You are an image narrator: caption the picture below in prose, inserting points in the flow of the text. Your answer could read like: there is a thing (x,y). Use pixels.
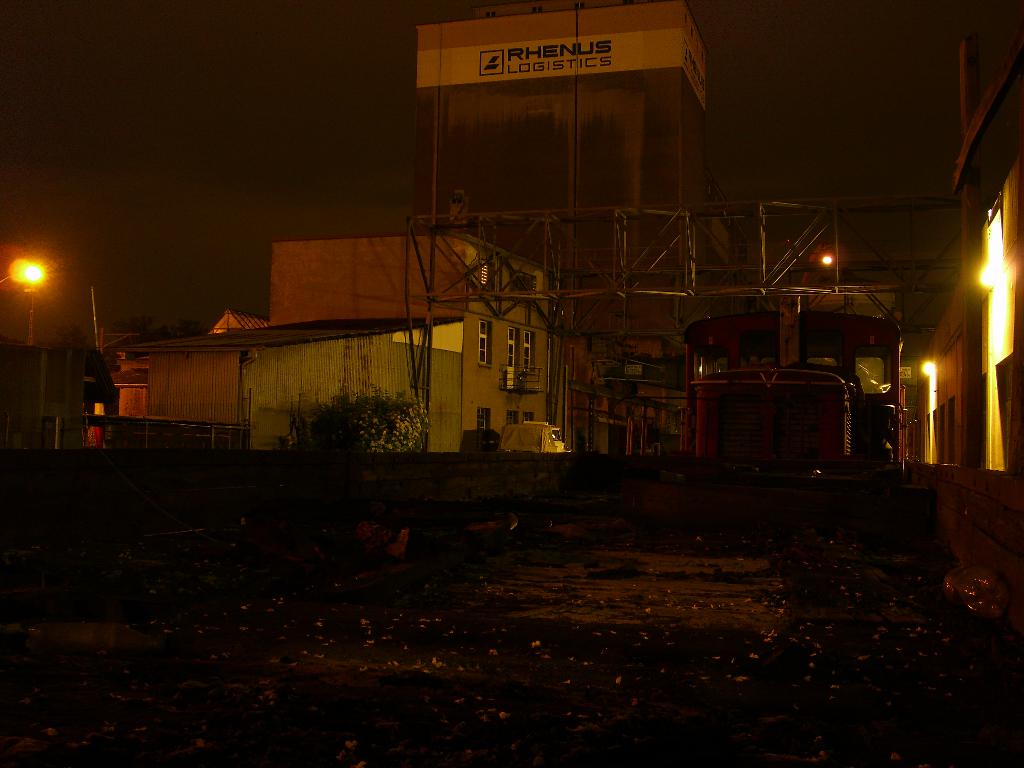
In this image we can see some dried leaves (598,636) on the ground (523,655). We can also see a wall (950,506), some vehicles (833,440), a plant (386,438) with some flowers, buildings (632,414), a metal frame (432,311), street lamps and a building (536,90) with some text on it.
